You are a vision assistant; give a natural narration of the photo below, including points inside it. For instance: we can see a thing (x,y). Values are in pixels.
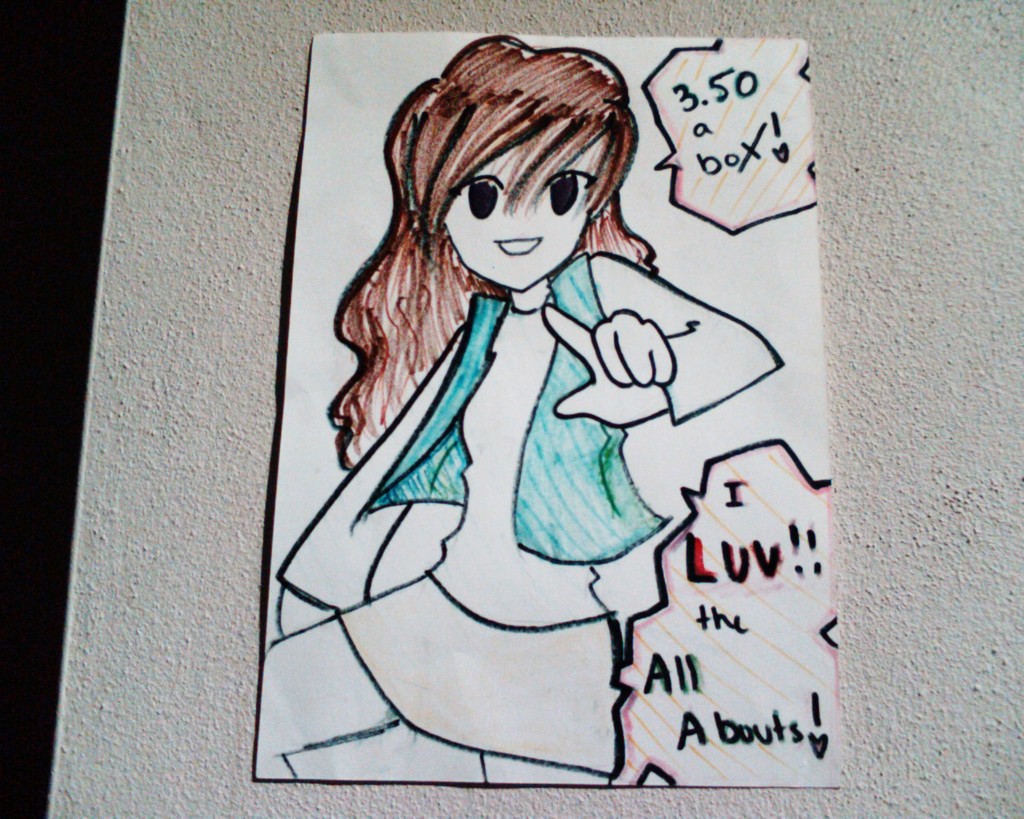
In this image we can see the drawing (559,277) of a cartoon (537,307) with some text (659,659) on a paper (590,687) which is pasted on a wall (101,383).
